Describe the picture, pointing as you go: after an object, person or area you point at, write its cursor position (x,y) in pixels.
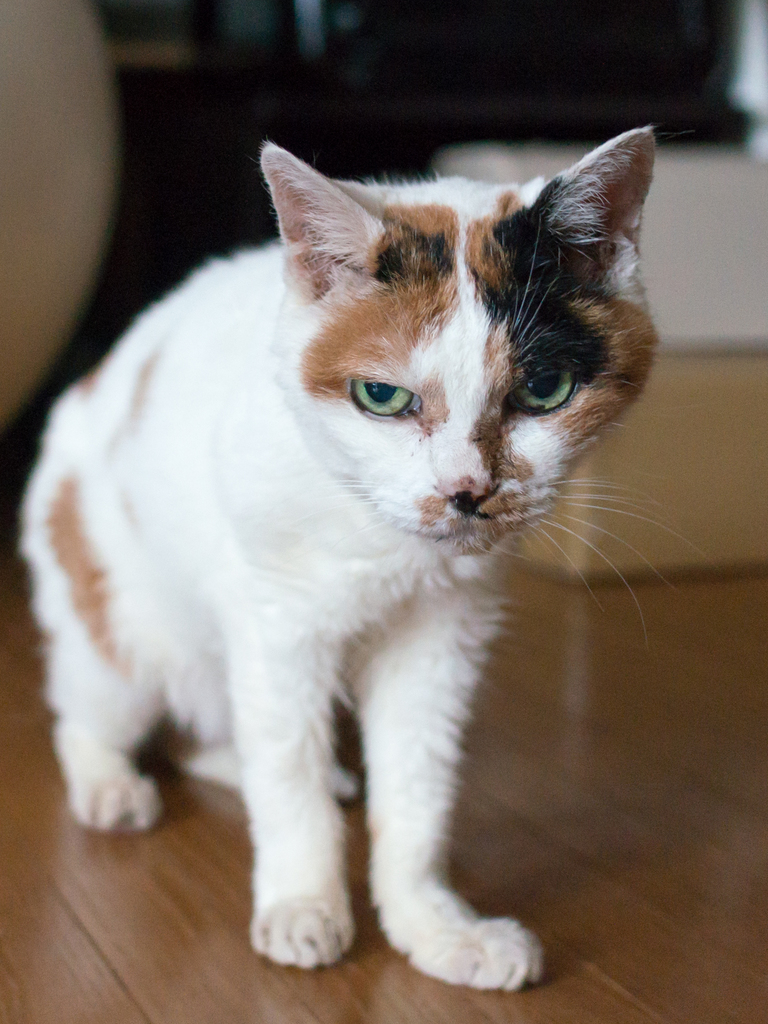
In this image there is a cat (345,617) standing on a floor (604,818), in the background (685,13) it is blurred.
